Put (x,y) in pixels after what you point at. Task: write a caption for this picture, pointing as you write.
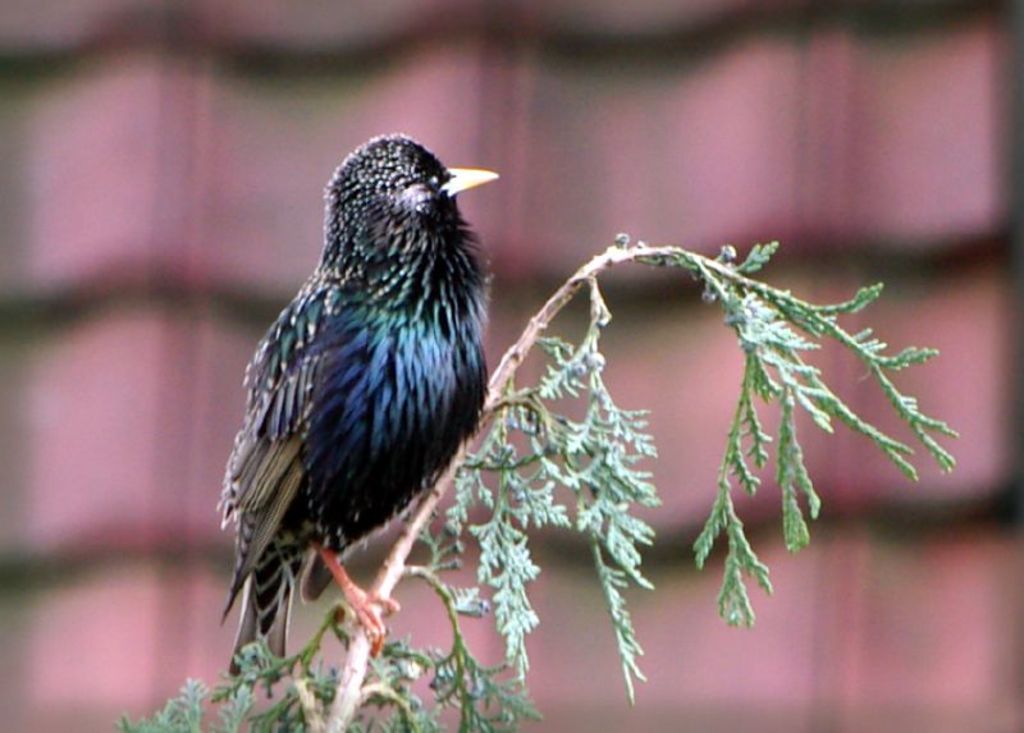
This picture contains a bird (325,288) which is in black and blue color is on the branch (504,625) of a tree (501,610). In the background (597,202), it is pink in color and it is blurred.
